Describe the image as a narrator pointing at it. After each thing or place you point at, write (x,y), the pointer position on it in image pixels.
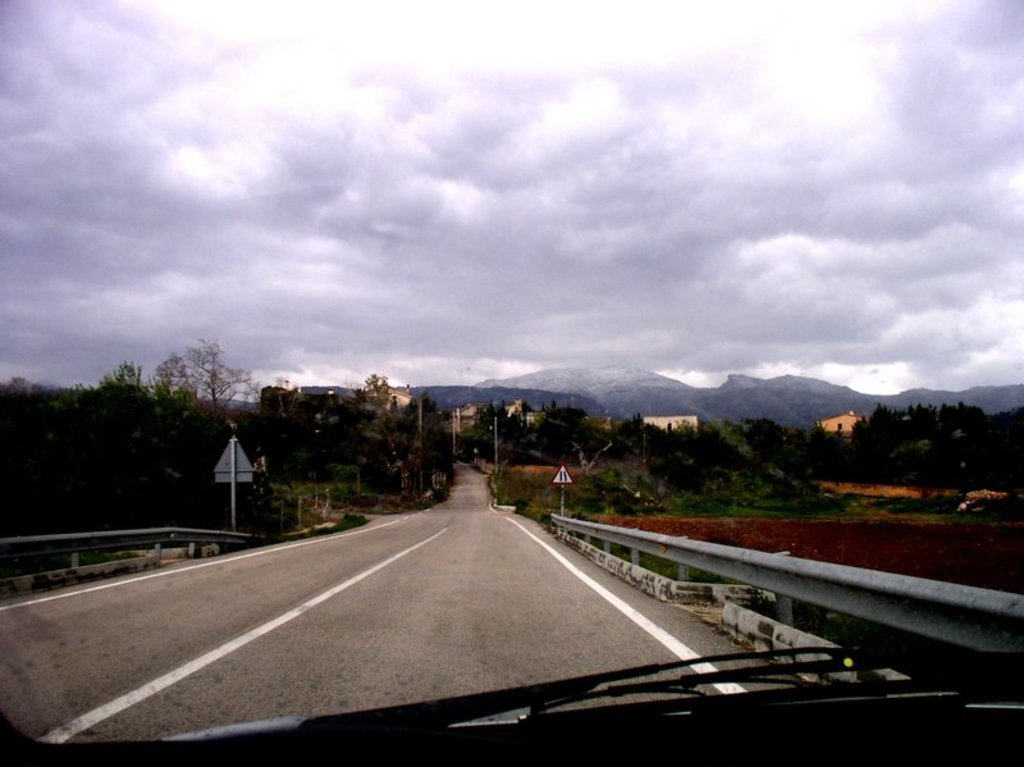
In this image we can see sky (655,212) with clouds (869,246), hills (676,395), buildings (471,421), trees (479,437), street poles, sign boards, barriers (661,556), ground (710,521) and road (472,634) through a motor vehicle's window (524,469).
